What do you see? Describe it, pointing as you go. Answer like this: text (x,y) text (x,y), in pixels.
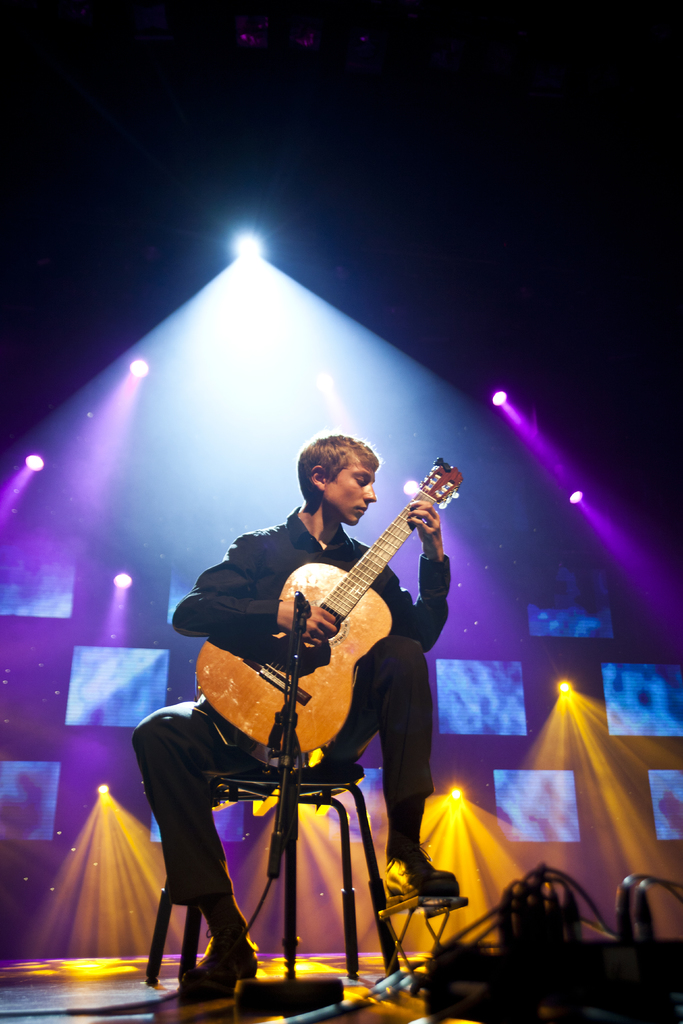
These are lights (222,398) and here we can see few posters (666,721) on the background (14,577). On the platform (41,1021) we can see one person (364,656) sitting on a chair (344,774) in front of a mike (296,642) and playing guitar (336,723).
